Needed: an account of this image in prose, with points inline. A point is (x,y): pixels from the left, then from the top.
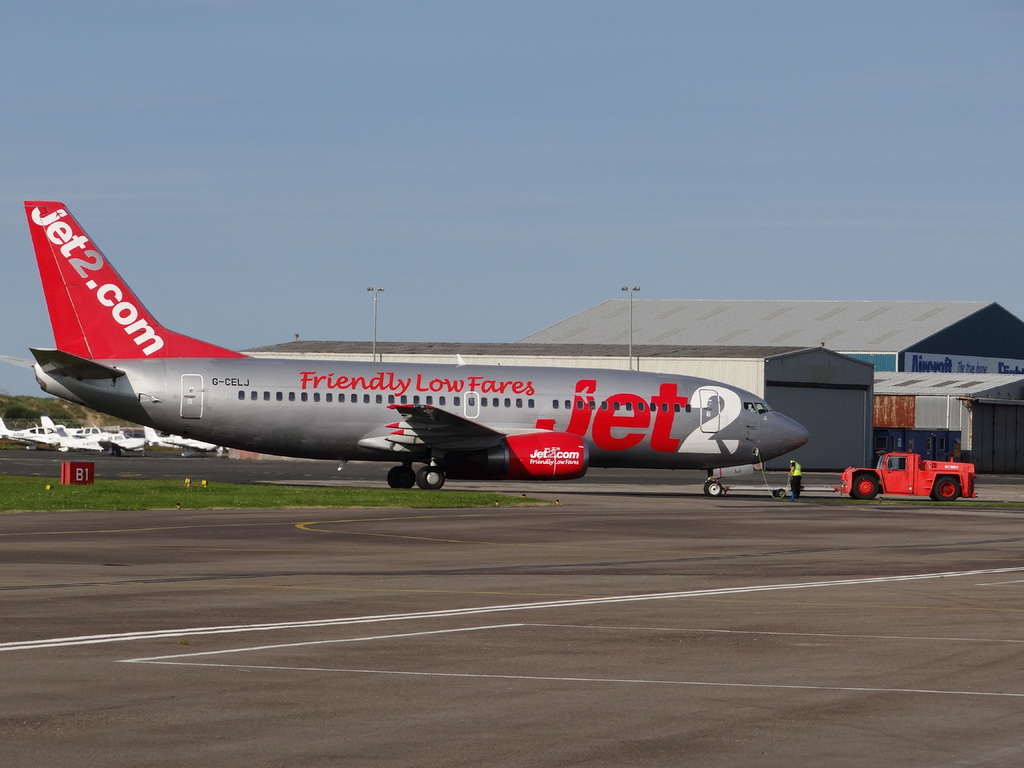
This is an airplane (434,397), which is on the runway (506,517). Here is a person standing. This looks like a vehicle (919,475), which is red in color. These look like the aircraft (73,448), which are parked on the runway (147,468). Here is the grass (181,503). I think these are the light poles (374,336). I can see the sheds (806,380).
